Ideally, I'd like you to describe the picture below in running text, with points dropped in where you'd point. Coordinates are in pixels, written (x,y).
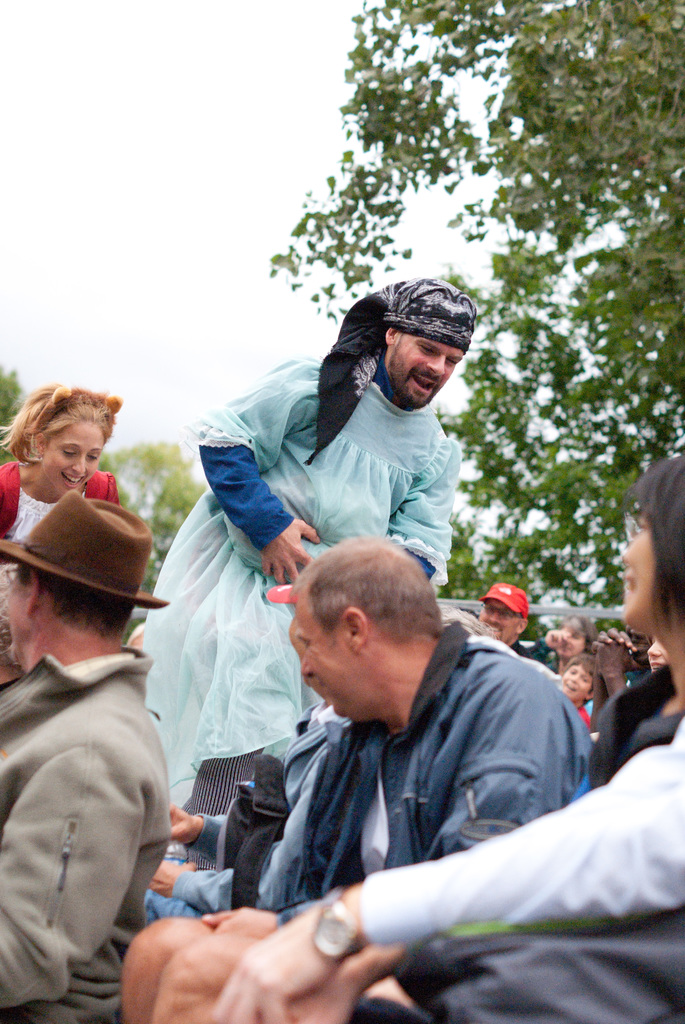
In the foreground of this image (256,849), there are people (90,820). In the middle (350,481), there is a man (308,460) wearing a woman's dress (240,592). Behind, him, there is a woman (95,460). In the background (467,545), there are people (556,637), trees (548,485) and the sky (122,136).
